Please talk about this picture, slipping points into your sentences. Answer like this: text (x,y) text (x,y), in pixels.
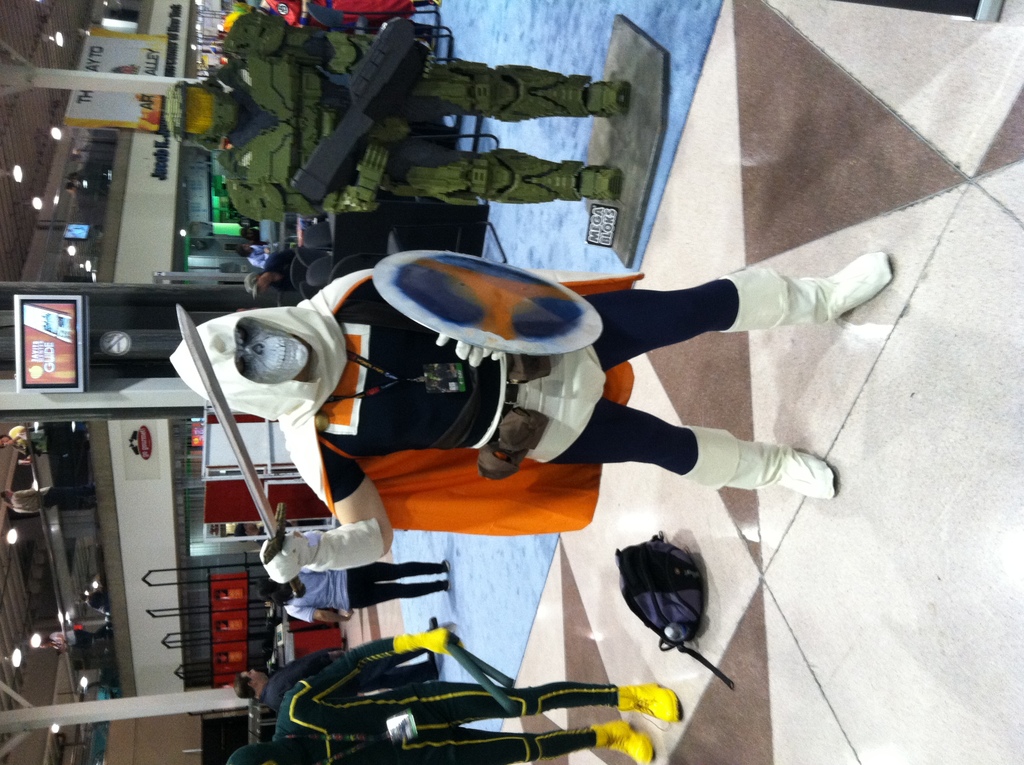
In this image there are two persons (545,524) in fancy dresses (623,459), in which one of them is holding a shield (501,341) and a sword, and in the background (231,532) there are lights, boards (95,108), group of people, tables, a statue (401,89).
